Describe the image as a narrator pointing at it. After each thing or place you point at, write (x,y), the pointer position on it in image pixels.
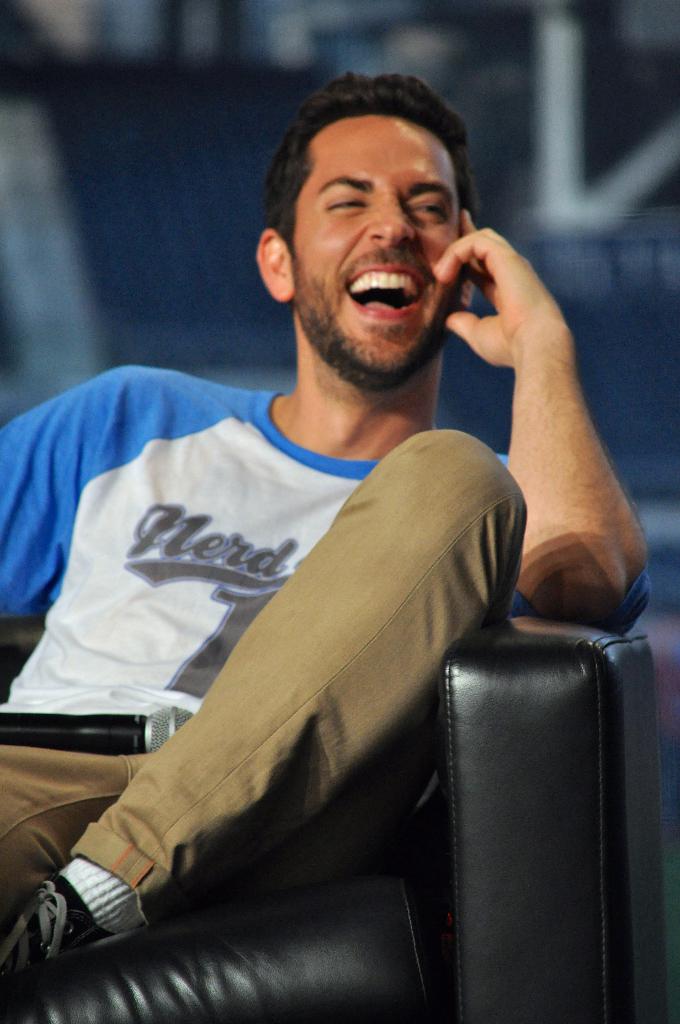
In this image I can see the person (336,649) sitting and the person (248,609) is wearing blue, white and brown color dress (244,577) and I can see the microphone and I can see the blurred background (35,340).
